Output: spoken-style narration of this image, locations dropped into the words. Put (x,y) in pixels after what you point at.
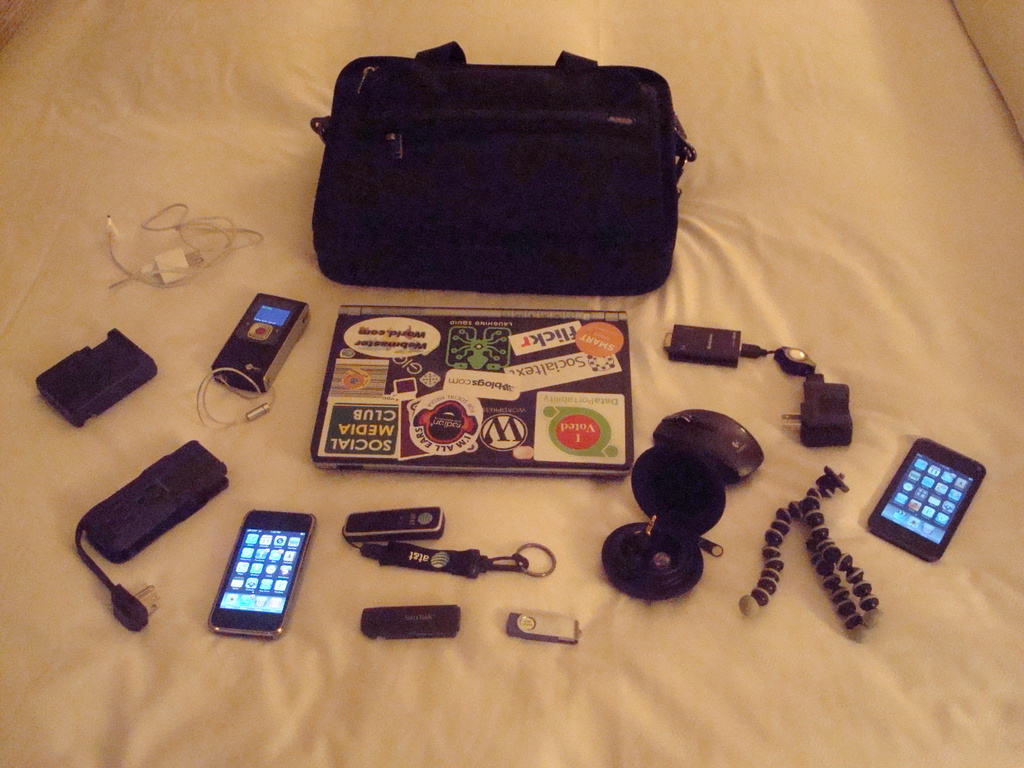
In this picture there are some objects (588,199) kept on the white cloth (923,189), there is a bag (665,239), a laptop (508,313), smart phone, a cable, another smart phone (920,444) on to the right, pen drive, voice recorder (274,320), and adapter (839,385).
